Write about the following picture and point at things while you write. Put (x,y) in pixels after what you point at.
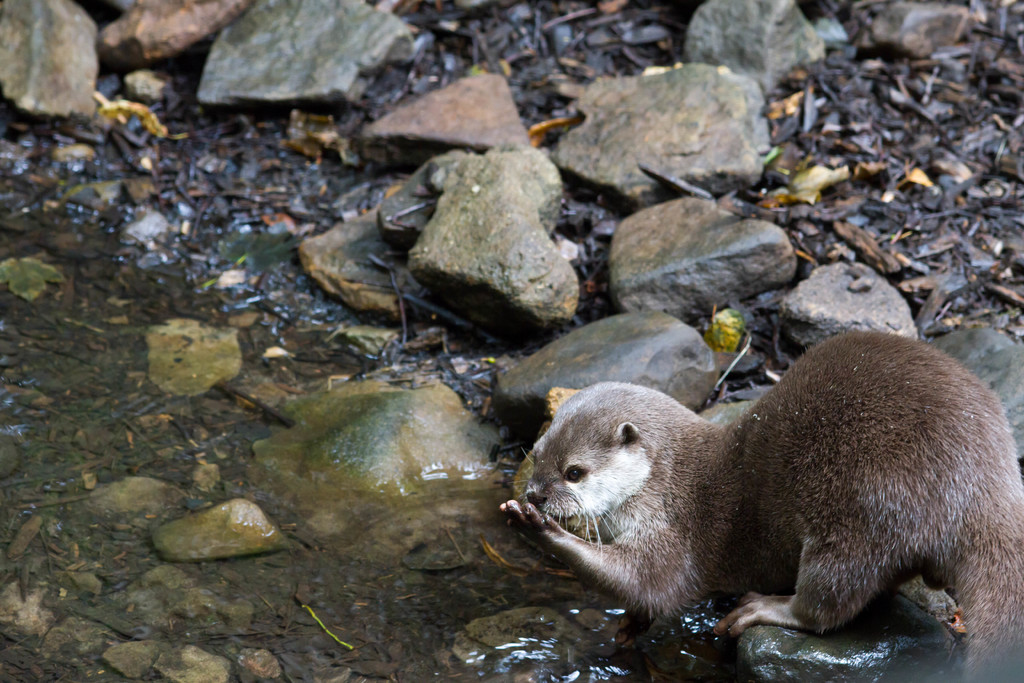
In this image there is a water (211,558) towards the bottom of the image (276,566), there is an Otter (811,479), there are rocks (513,186) on the ground (614,61), there are dried leaves (825,179) on the ground (580,217).
